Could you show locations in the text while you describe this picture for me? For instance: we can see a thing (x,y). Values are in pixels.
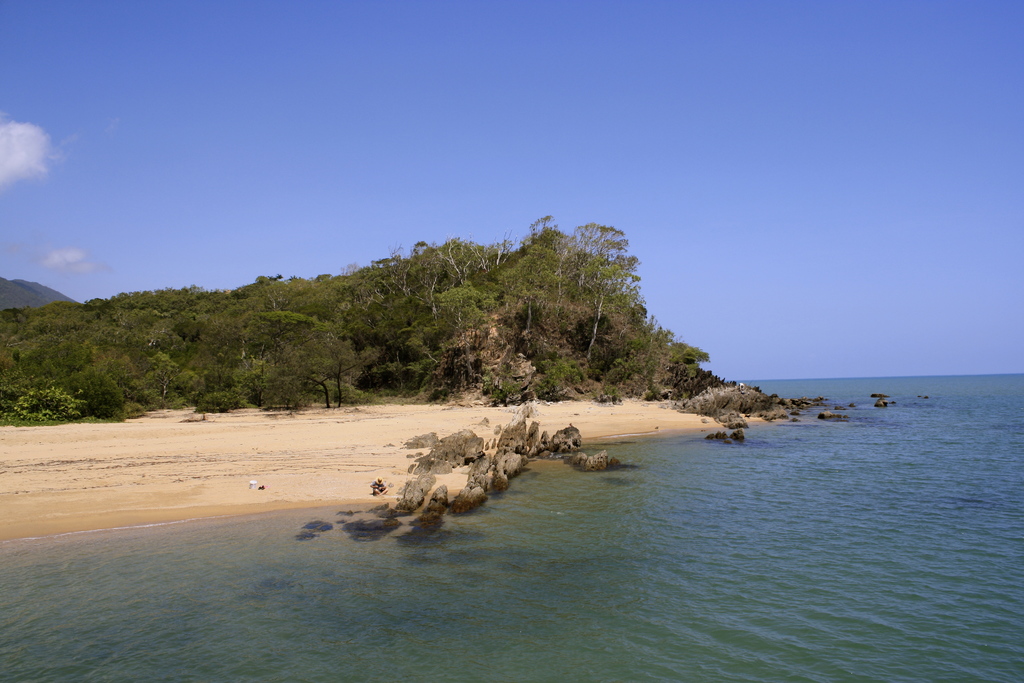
At the bottom (568,617) we can see water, rocks (452,447) and sand (304,443). In the background (344,374) we can see trees (51,324), mountains (22,295) on the left side (4,287) and clouds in the sky (577,226).
